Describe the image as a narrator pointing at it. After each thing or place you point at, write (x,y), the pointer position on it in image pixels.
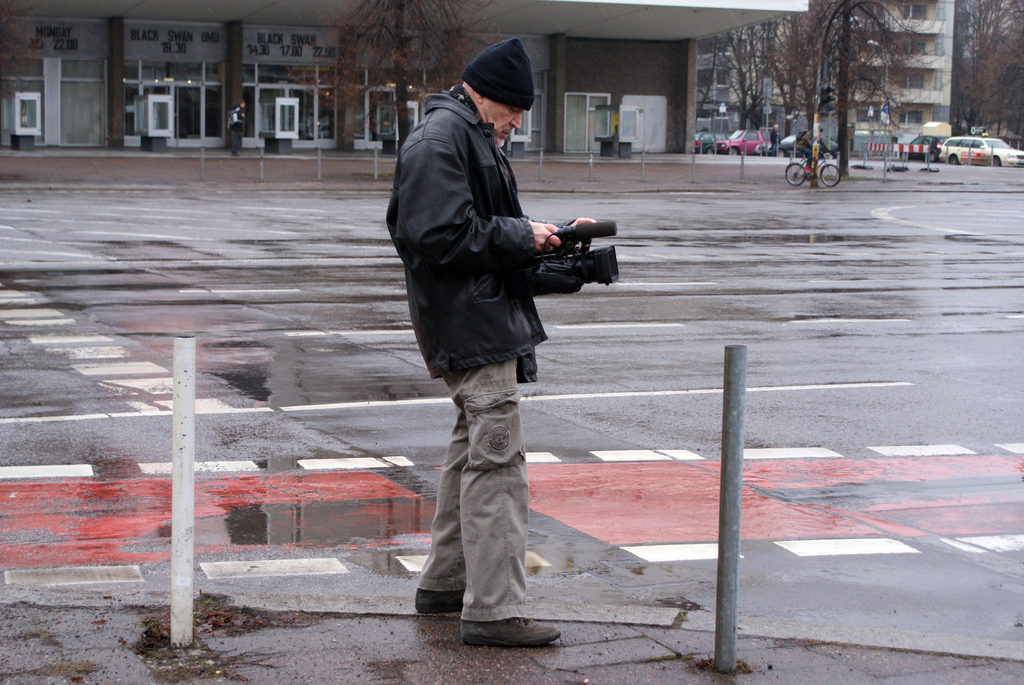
In this image in the front (496,303) there are poles (190,435) and there is a person (476,305) standing and holding a camera (544,264) in his hand (539,247). In the background (640,91) there are buildings (882,51), trees (841,82), vehicles (960,146) and there are persons (773,133) and there are poles (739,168).
